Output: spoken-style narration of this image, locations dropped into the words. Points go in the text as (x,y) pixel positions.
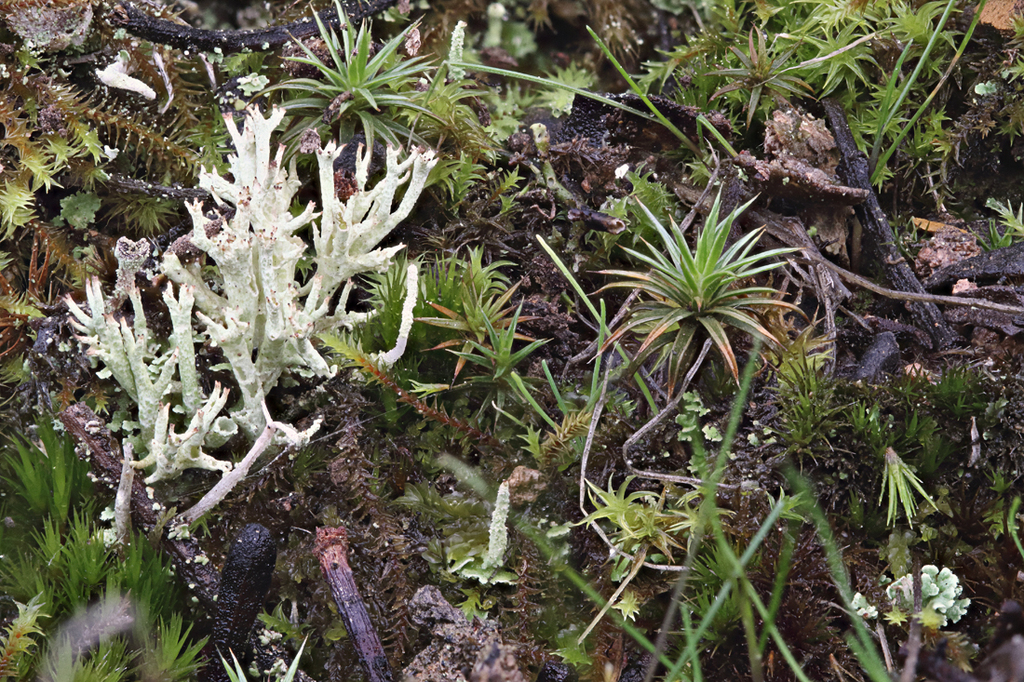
In this picture we can see plants (829,60) all over the image.
